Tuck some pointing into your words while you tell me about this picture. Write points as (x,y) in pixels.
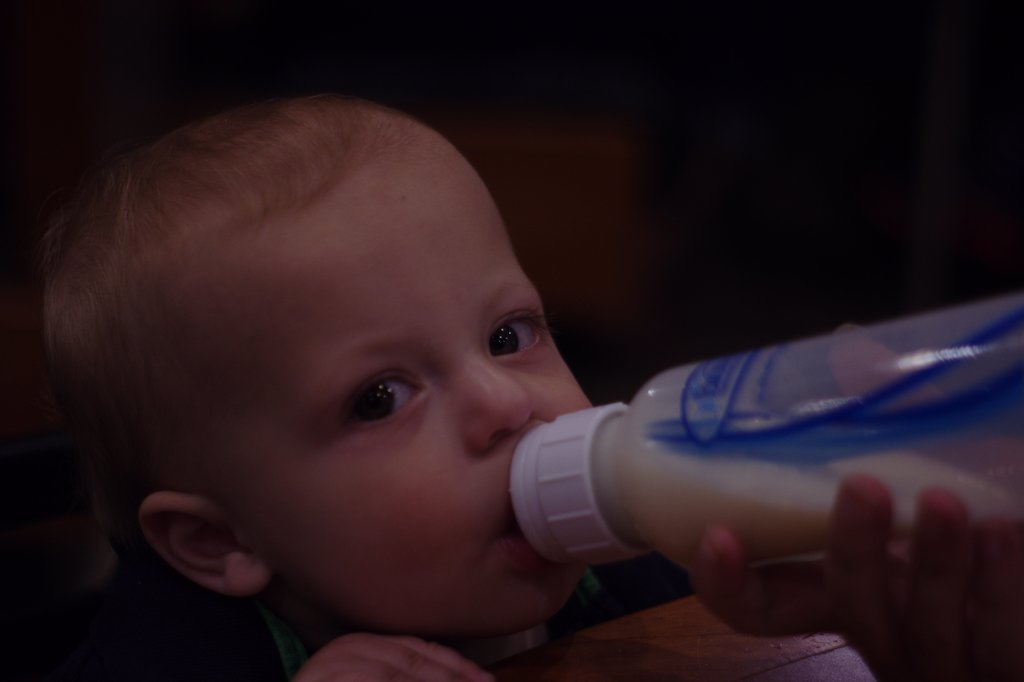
In this image, we can see a baby (382,144) drinking bottle milk (600,450). There is a hand (803,599) in the bottom right of the image (913,624) holding a bottle (839,443).
